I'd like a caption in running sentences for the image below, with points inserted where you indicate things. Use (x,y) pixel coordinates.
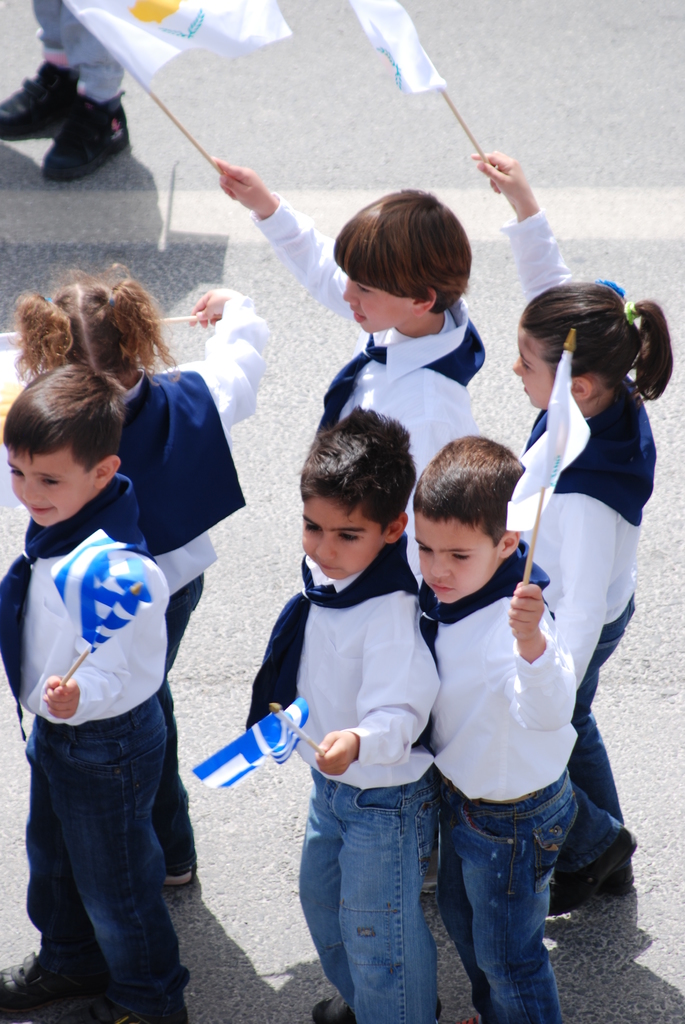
In this picture I can observe group of children (380,750). There are boys (47,502) and girls (55,306) in this picture. In the background (350,133) I can observe road (325,127).
